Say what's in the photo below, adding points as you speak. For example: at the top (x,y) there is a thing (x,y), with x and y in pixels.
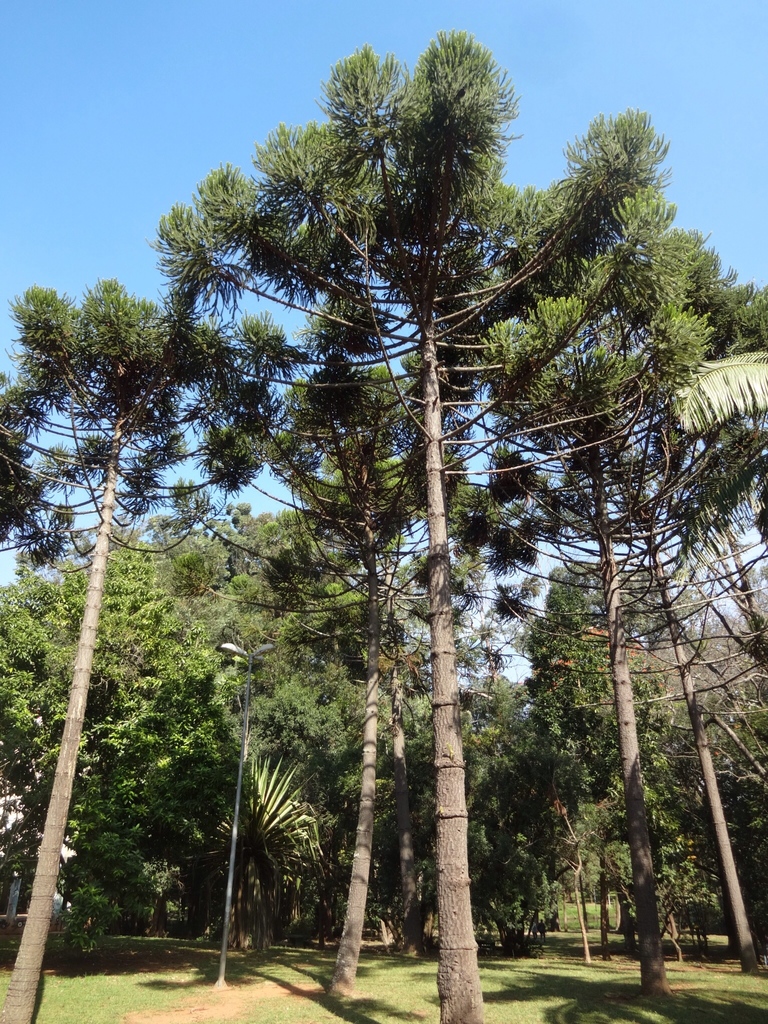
In this image we can see trees (311,666), light pole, also we can see the sky (272,108).
